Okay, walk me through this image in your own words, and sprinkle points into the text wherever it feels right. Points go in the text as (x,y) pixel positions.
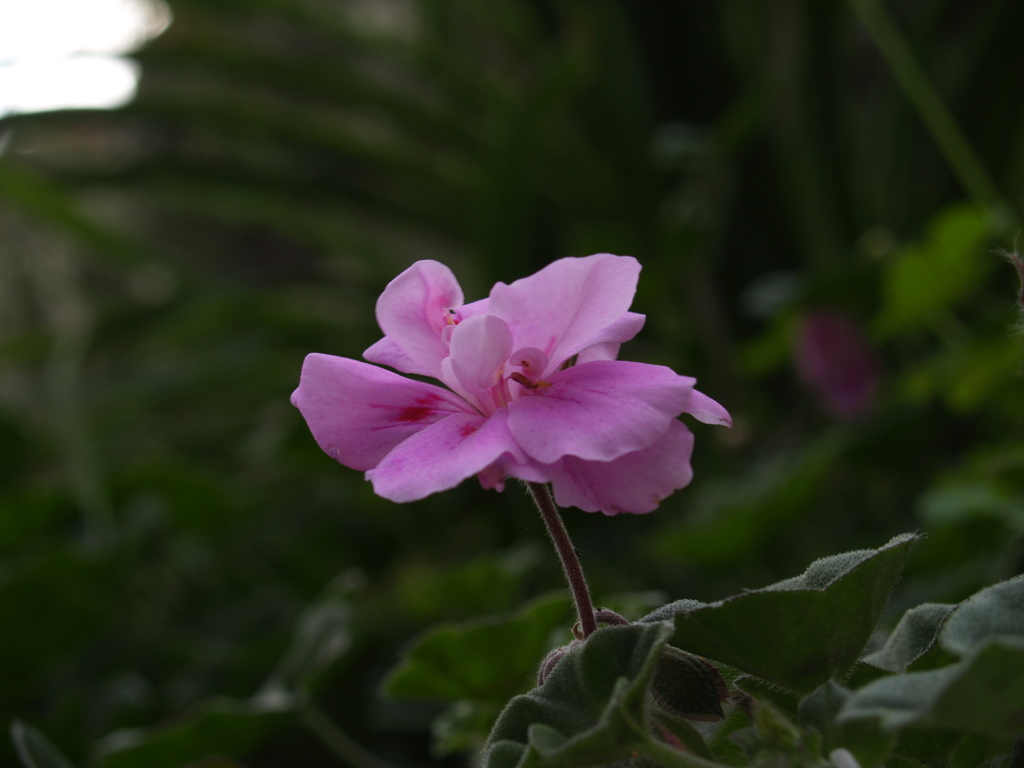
In the picture we can see a plant (871,722) with a flower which is pink in color with petals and in the background (395,645) we can see plants (250,159) which are visible.
